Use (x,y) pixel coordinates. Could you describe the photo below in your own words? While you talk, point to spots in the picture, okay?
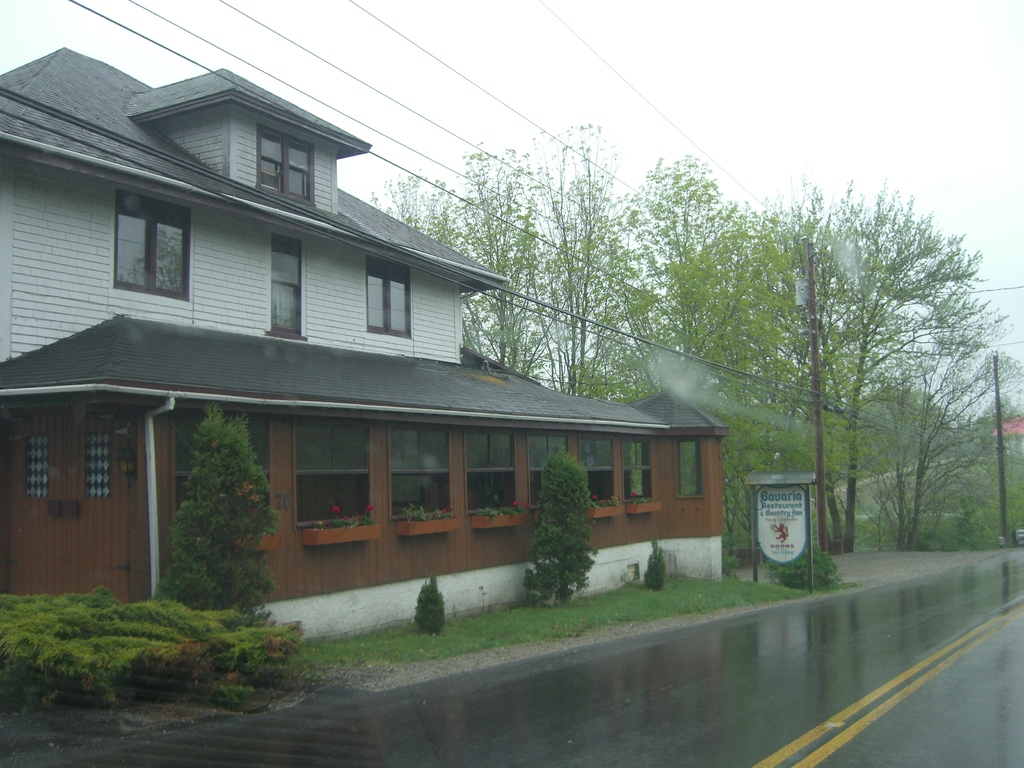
It is a house (127,380) and there are many trees (770,438) and grass (537,629) around the house (483,600) and beside the house (628,480) there is a road (757,641), it is empty and wet.
